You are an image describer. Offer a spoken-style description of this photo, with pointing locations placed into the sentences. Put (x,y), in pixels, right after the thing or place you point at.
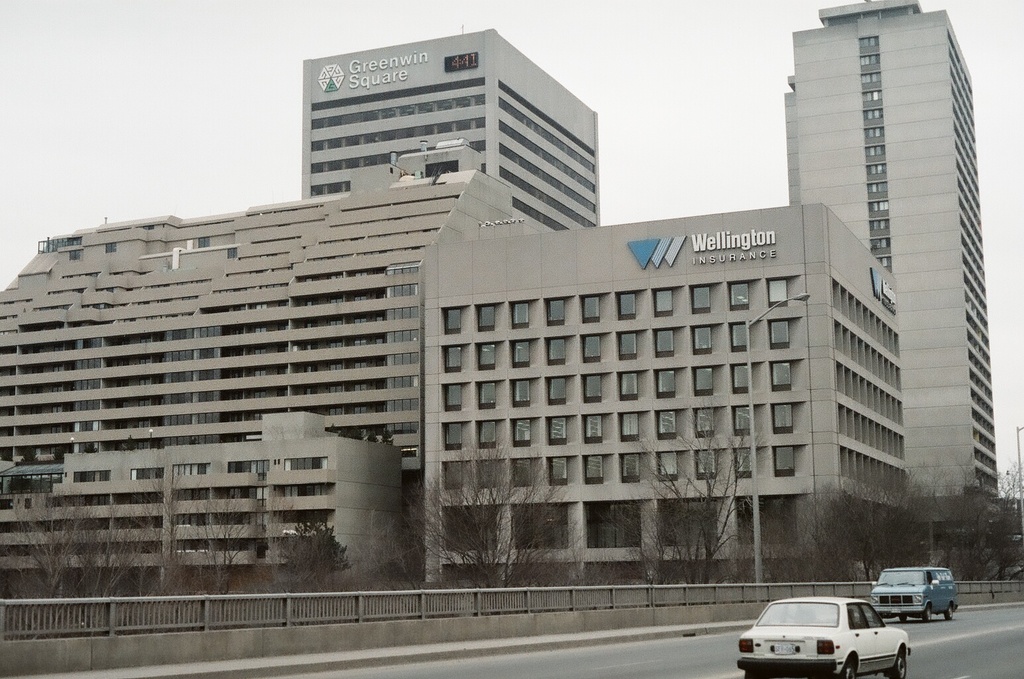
In this picture we can see few buildings (734,359), trees (861,509) and fence (562,588), and also we can find few cars (771,640) on the road (985,633).
